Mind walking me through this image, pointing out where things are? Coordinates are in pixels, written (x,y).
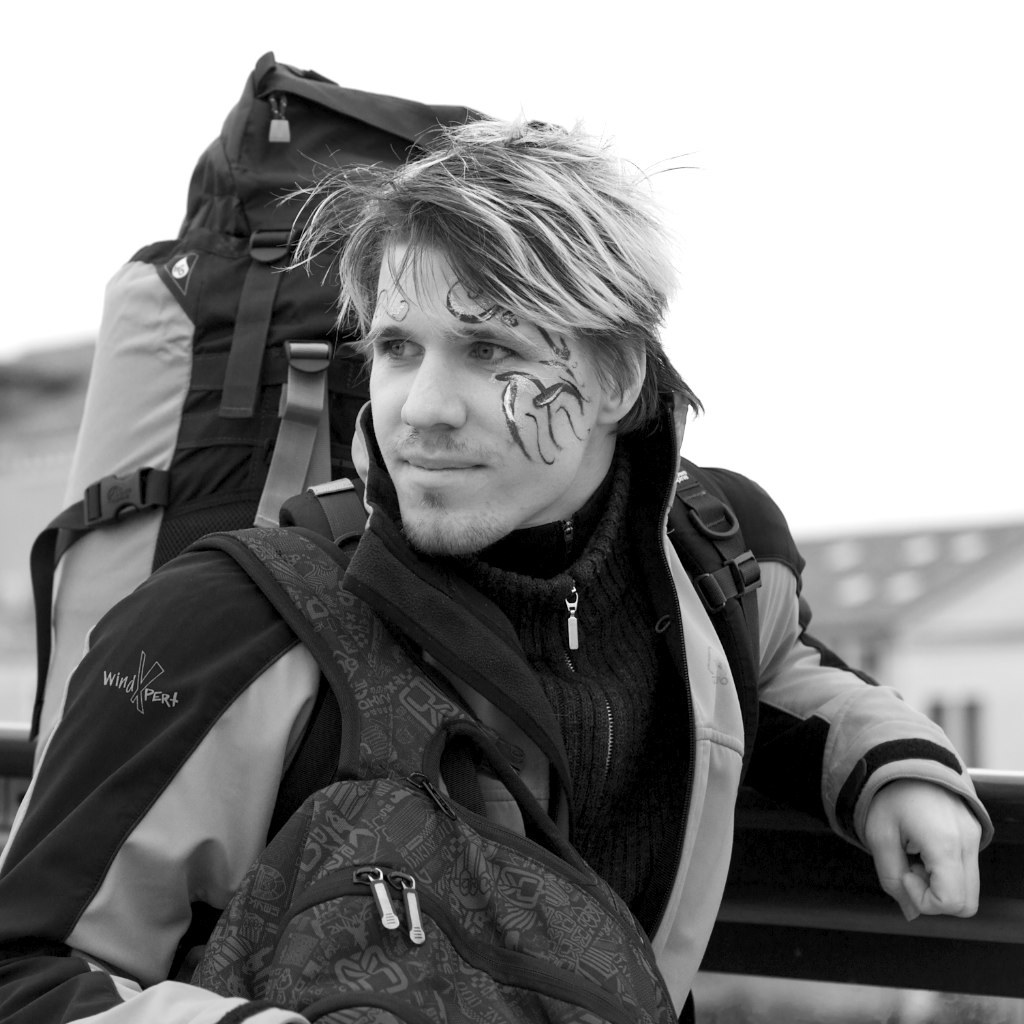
The person (276,726) wearing black jacket (242,687) is carrying two bags (470,823) and there is a tattoo (515,383) on his face (536,345).
